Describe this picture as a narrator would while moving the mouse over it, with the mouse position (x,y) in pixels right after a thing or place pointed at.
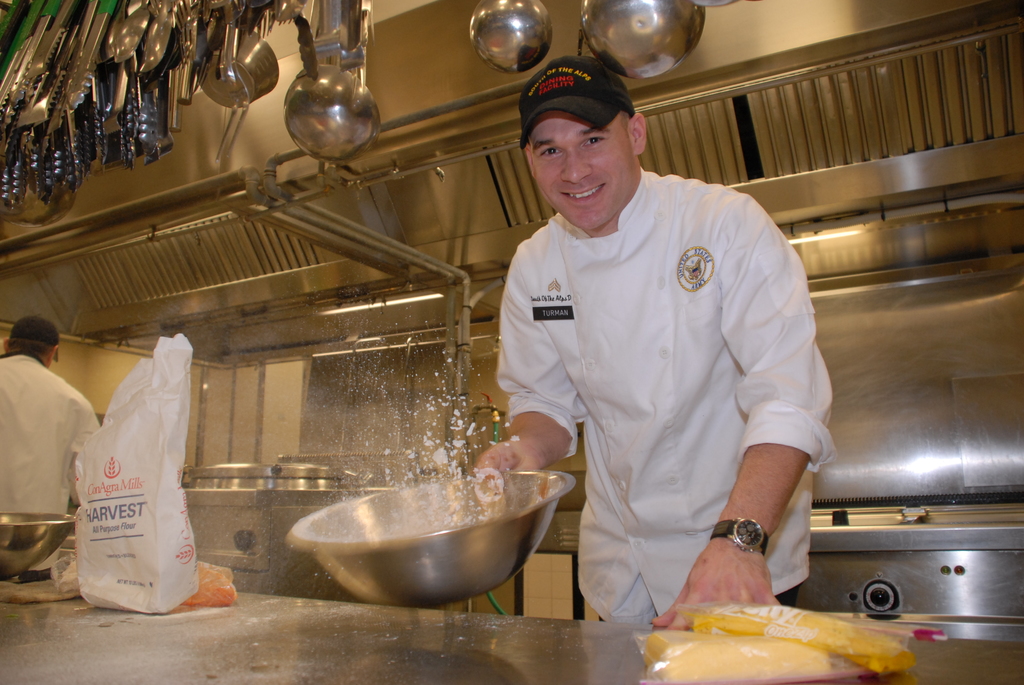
This is an inside view. On the right side (691,408) there is a man (621,507) standing, holding a bowl (419,504) in the hand (499,457), smiling and giving pose for the picture. In front of him there is a table (290,660) on which I can see few packets (717,634), bowls (63,531) and covers (110,492). On the left side (14,466) there is another person (23,424). At the back of this man (733,581) there is another table (914,548). In the background (260,476), I can see few vessels (275,476). It seems like inside view of a Kitchen (284,176). At the top (86,47) there are many spoons (135,69).
